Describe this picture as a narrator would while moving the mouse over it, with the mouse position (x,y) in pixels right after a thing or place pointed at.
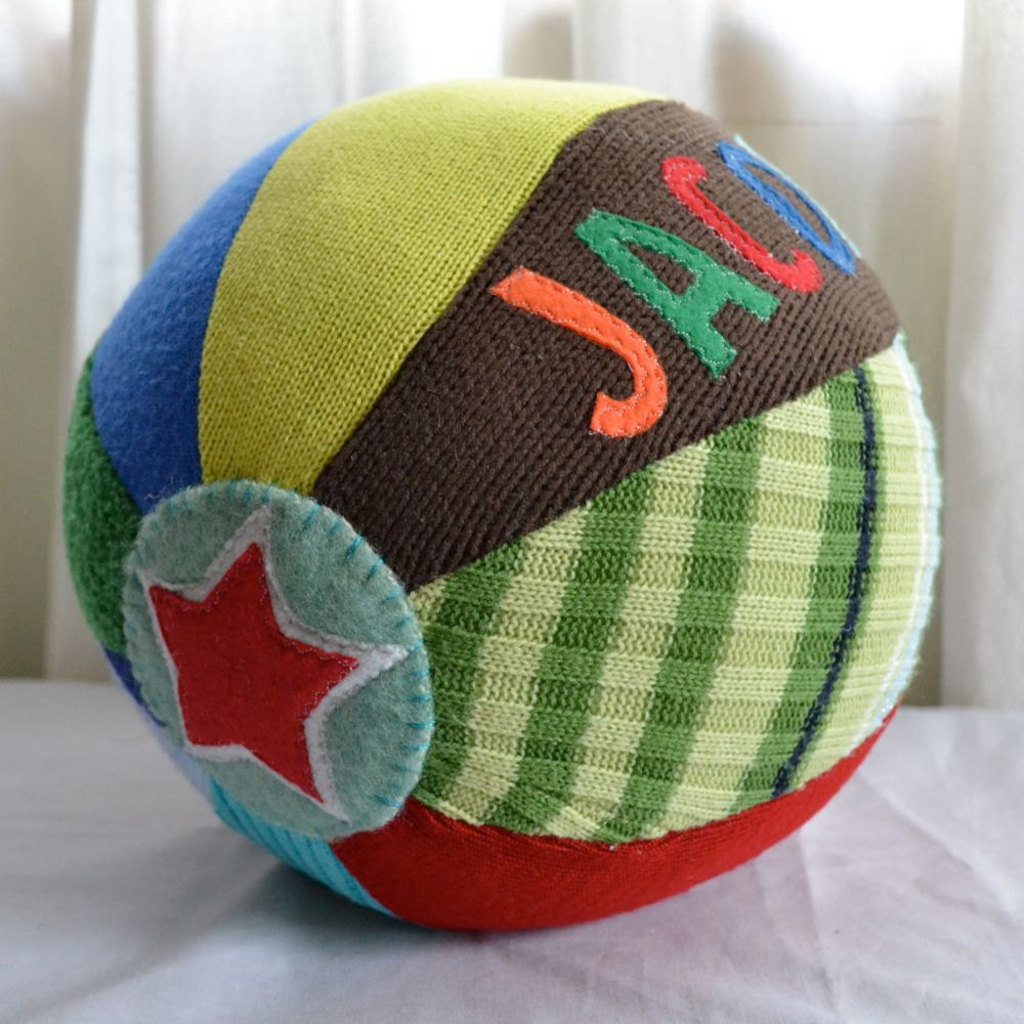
In this image in the center (580,675) there is one ball (554,637) and at the bottom (712,955) it looks like a table (237,912), and in the background (227,124) there is a curtain (789,132).
